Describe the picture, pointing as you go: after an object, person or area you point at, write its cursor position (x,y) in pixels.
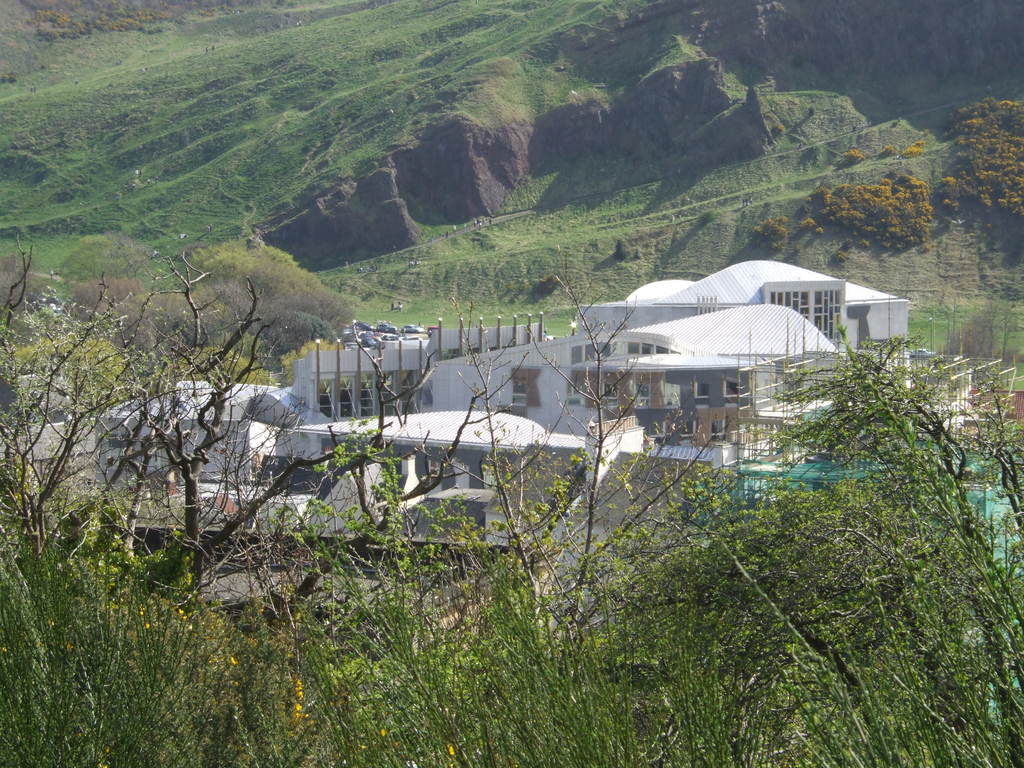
In this image I can see the plants (502,621) and I can some yellow color flowers (298,703) to it. To the side I can see the building (500,449) which is in white color. In the background (426,130) I can see the mountains (340,105).
